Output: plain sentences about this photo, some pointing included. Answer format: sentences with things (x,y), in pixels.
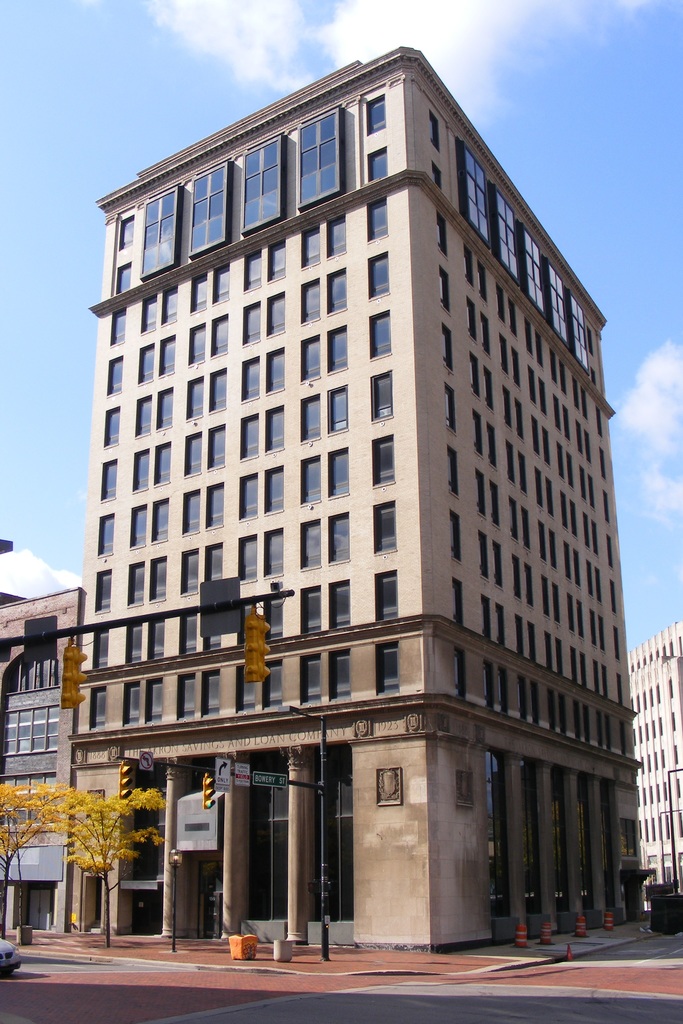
In this image, we can see a building (471,395), there are some windows (184,570) on the building (374,266), at the top (597,109) there is a blue color sky (573,133).
